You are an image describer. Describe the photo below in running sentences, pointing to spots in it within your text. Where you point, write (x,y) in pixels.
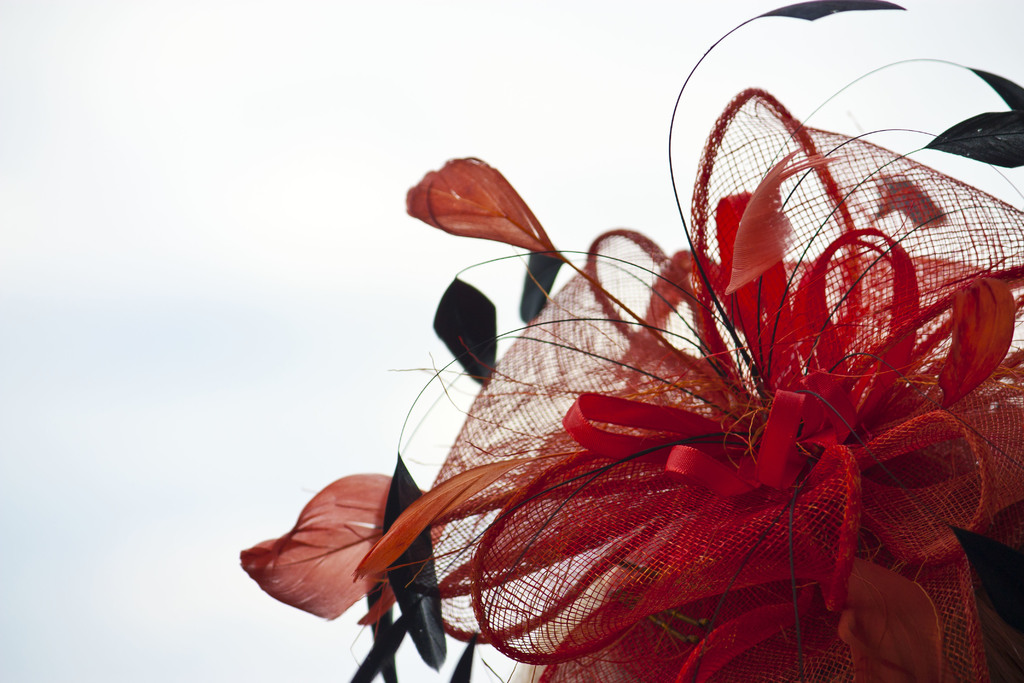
In this image we can see an object (454,353) which is made of red colored net (827,608) and white color background (269,147).
